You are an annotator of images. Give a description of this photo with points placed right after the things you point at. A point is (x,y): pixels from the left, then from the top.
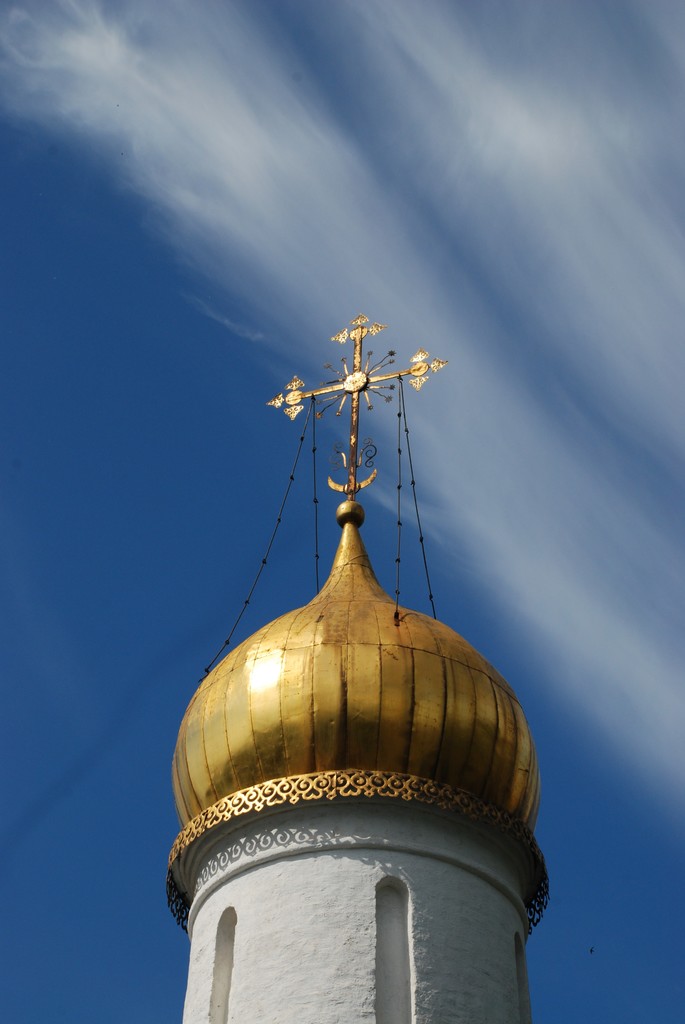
In this picture I can see a dome (441,767) in the middle (383,672), in the background (351,306) there is the sky (180,238).
